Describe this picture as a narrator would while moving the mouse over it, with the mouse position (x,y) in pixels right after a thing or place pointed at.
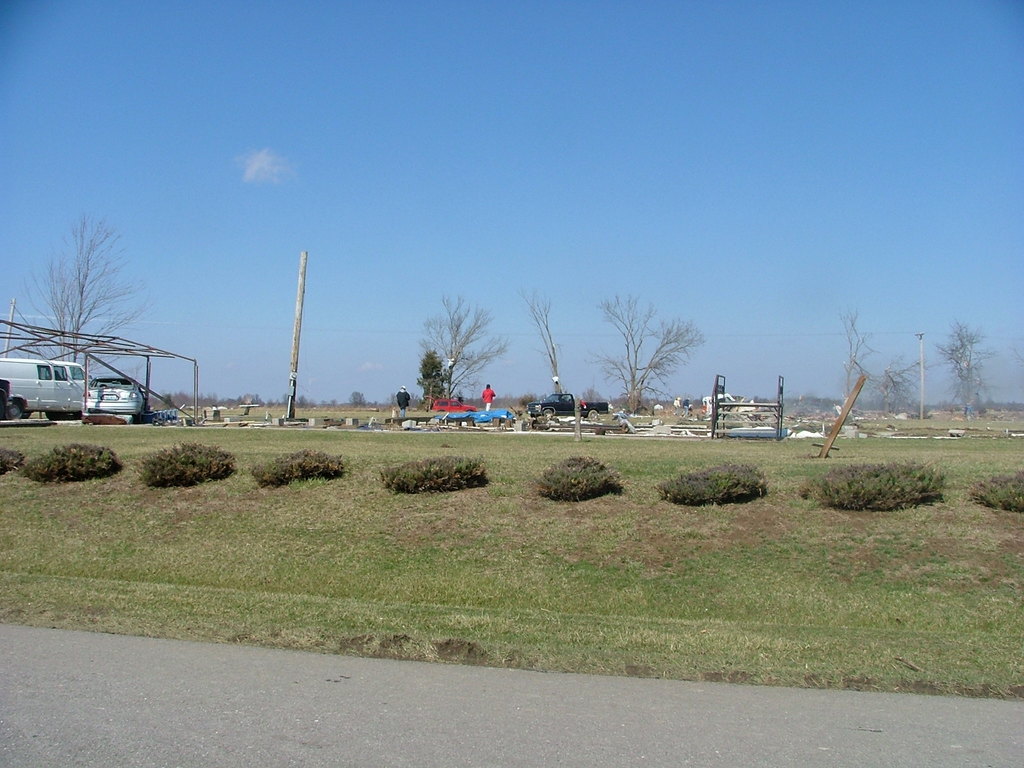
In this image I can see plants (923,470) and grass (810,541) in green color, background I can see few vehicles (55,401) and I can see a person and the person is wearing red shirt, white pant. I can see few electric poles (288,404) and the sky (416,244) is in blue color.
